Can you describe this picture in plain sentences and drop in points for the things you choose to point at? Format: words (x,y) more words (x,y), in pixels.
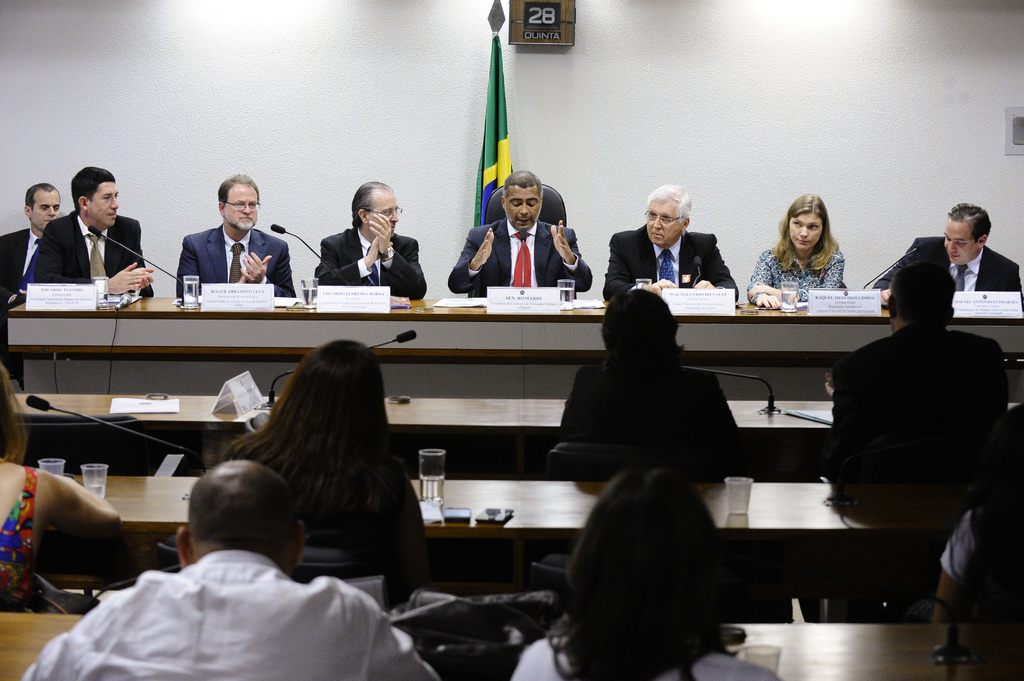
In this image, there is an inside view of a conference room (175,435). There are some persons (394,243) wearing suits (286,260) and sitting in front of the table (130,337). This table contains glasses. There is a flag (491,130) and wall (519,104) behind the persons (36,264) they are at the center of the image (432,230).
